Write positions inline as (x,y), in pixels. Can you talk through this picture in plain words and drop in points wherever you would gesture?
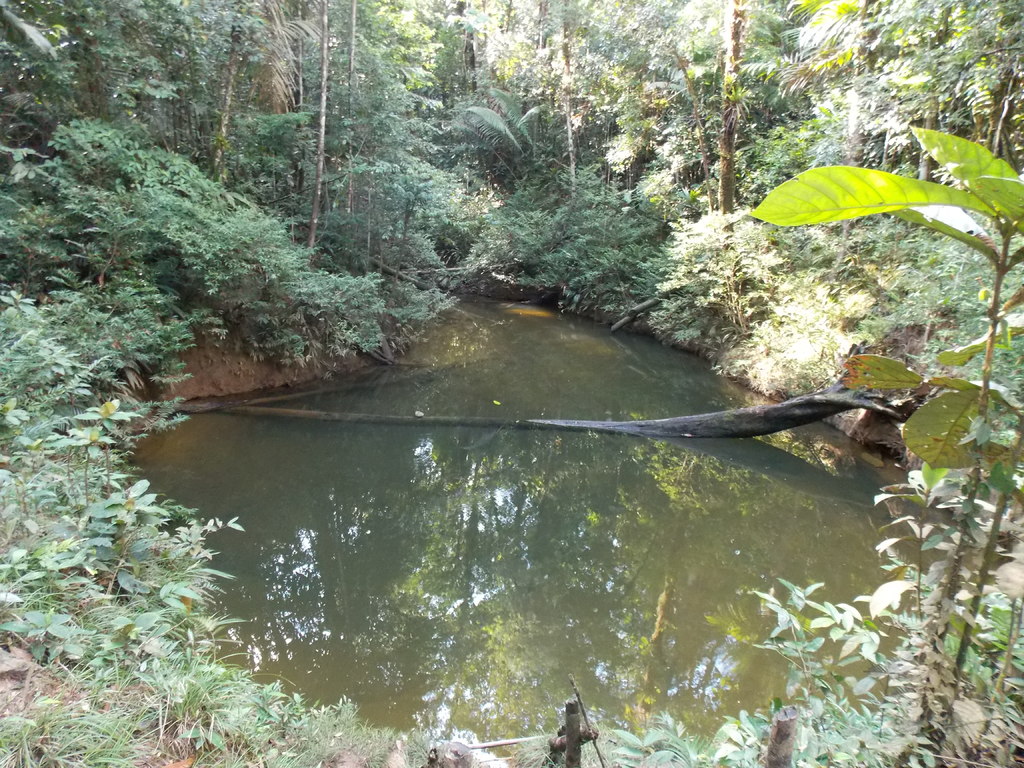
This image is taken outdoors. At the bottom of the image (390,730) there is a ground (151,723) with grass (134,601) and a few plants (100,571) on it. In the middle of the image (504,404) there is a pond (518,549) with water (517,535) and in the background (353,241) there are many trees (356,236) and plants (902,53) with green leaves (55,332).
